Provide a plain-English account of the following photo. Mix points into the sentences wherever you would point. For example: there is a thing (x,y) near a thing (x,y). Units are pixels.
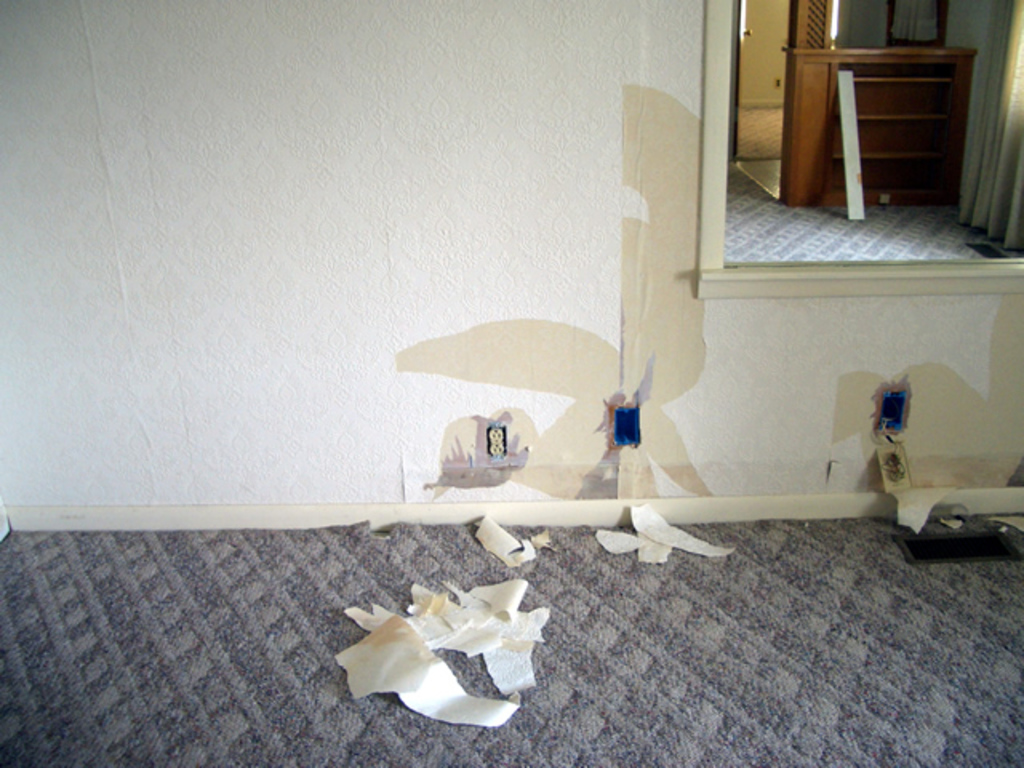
In this picture I can see a mirror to the wall (457,197), some papers (443,619) on the carpet (73,752).
